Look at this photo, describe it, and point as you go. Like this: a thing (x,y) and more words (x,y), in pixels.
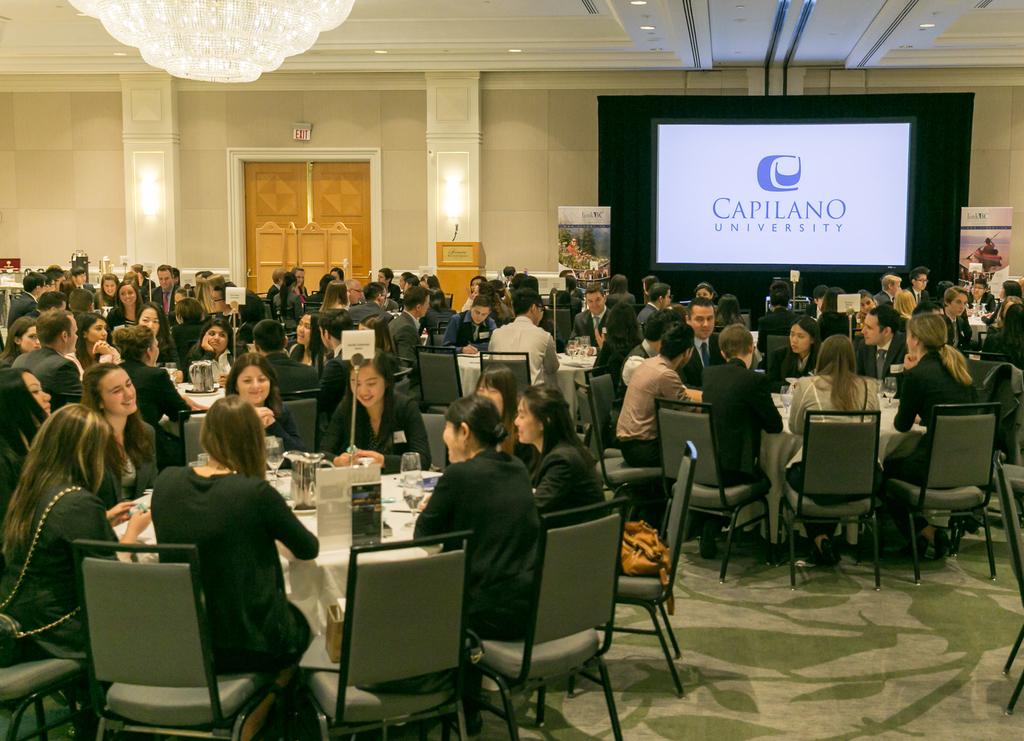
in this picture contains the many people (667,364) they are sitting on the chair (533,615) they are doing some thing work on the table (392,517) and the table (370,510) contains glasses (405,484), papers (344,484), mobiles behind the persons (238,511) one big door (326,223) is there and the background (411,216) is white.
